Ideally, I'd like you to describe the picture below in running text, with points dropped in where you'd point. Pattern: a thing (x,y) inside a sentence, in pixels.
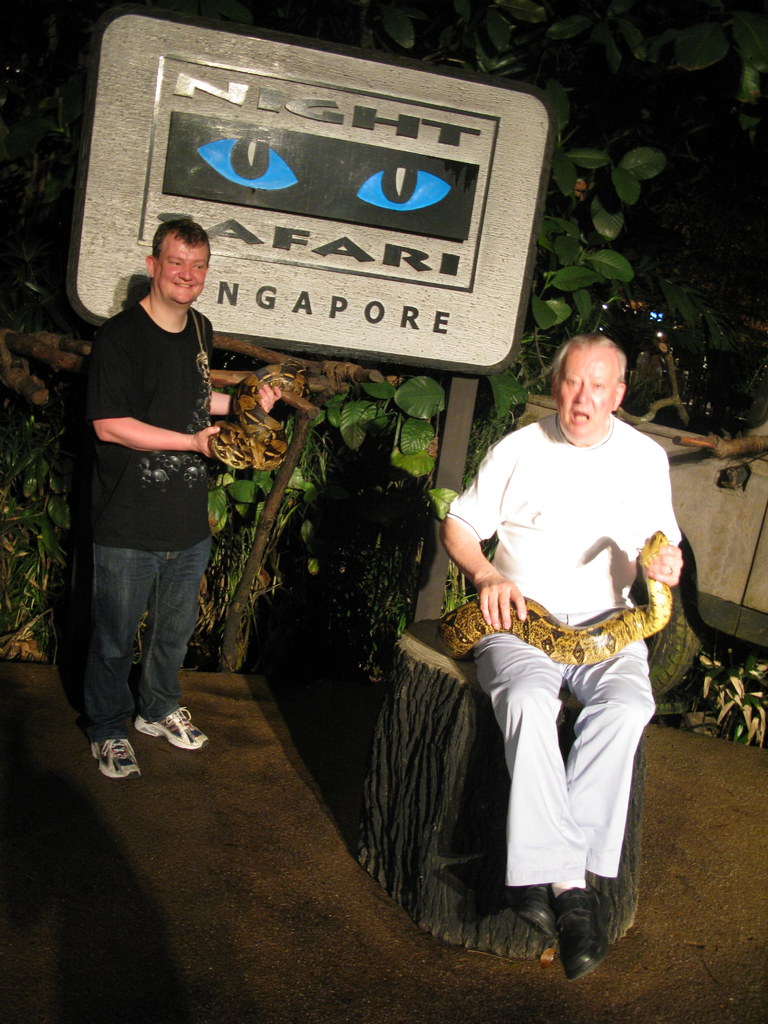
In the foreground of this picture (614,663), there is a man (616,483) sitting on a wooden surface (411,768) and holding a snake (664,591) in his hand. In the background (210,447), there is another man (165,490) standing by holding a snake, a name board (359,190), tree (720,79) and a vehicle (721,493).
